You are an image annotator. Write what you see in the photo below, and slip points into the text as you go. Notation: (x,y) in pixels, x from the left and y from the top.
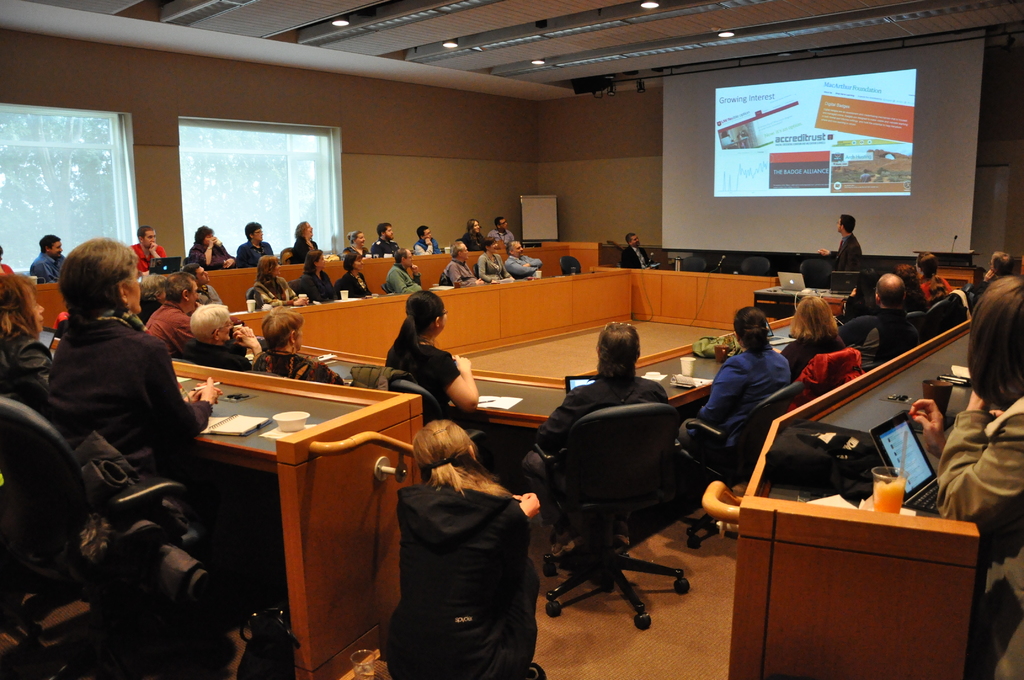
In this image, we can see a group of people (959,510). Here we can see few people (187,280) are sitting on the chairs (19,464). On the right side of the image (844,249), we can see a person (841,247) is standing near the screen (802,175). Background (617,126) we can see wallboard (625,186), few objects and windows (227,198). Top of the image (697,44), we can see the ceiling (523,67) and lights (502,43).
